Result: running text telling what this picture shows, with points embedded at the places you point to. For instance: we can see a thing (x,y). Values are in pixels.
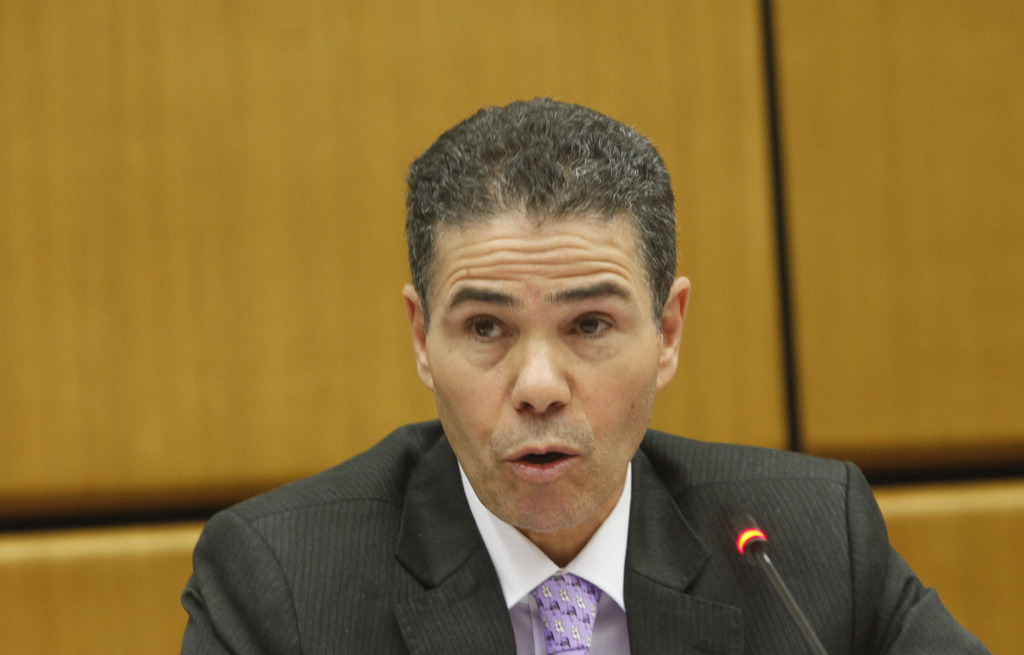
In this image I can see a person (337,508) wearing a black color suit (764,523), in front of them I can see a mike (776,571).
